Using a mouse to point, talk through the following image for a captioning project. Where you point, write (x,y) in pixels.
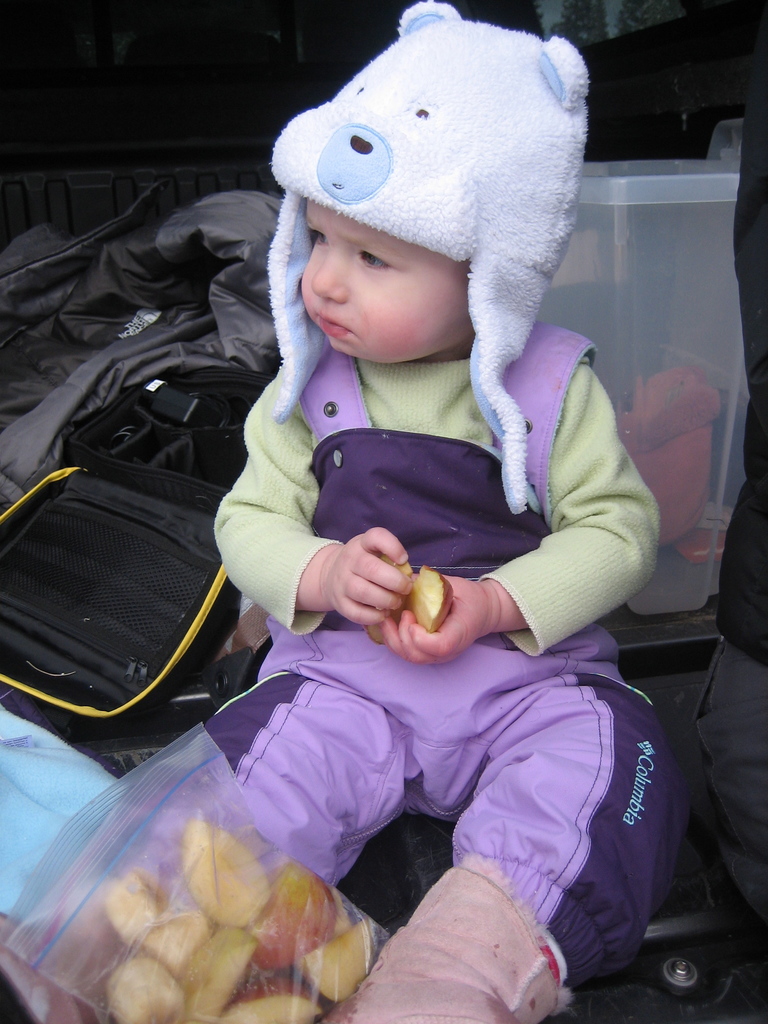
In the image we can see there is a baby (463,600) wearing a cap (497,137) and jacket (301,529). He is holding a piece of apple (429,611) in his hand (435,651) and there are pieces of apple (194,925) in a plastic cover (140,894). Behind there is an open luggage bag (160,444) and there is a plastic box (687,461).
